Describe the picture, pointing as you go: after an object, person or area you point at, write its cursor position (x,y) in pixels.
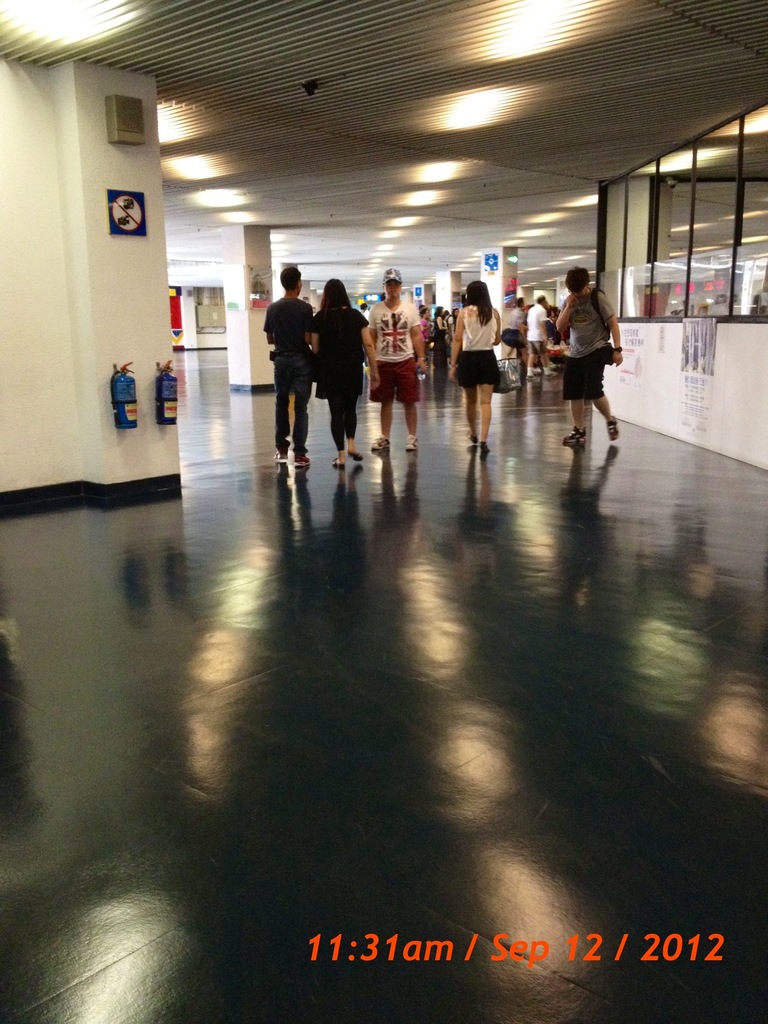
In this image there are people (521,336) walking on a floor (388,579), on either side of the people (289,423) there are walls (742,416) for that wall (729,414) there are glass windows (745,285), in the background (488,276) there are pillars (272,288), at the top (291,206) there is ceiling (152,38) and lights (468,123), in the bottom right (697,950) there is time (438,953) and date (529,964).
